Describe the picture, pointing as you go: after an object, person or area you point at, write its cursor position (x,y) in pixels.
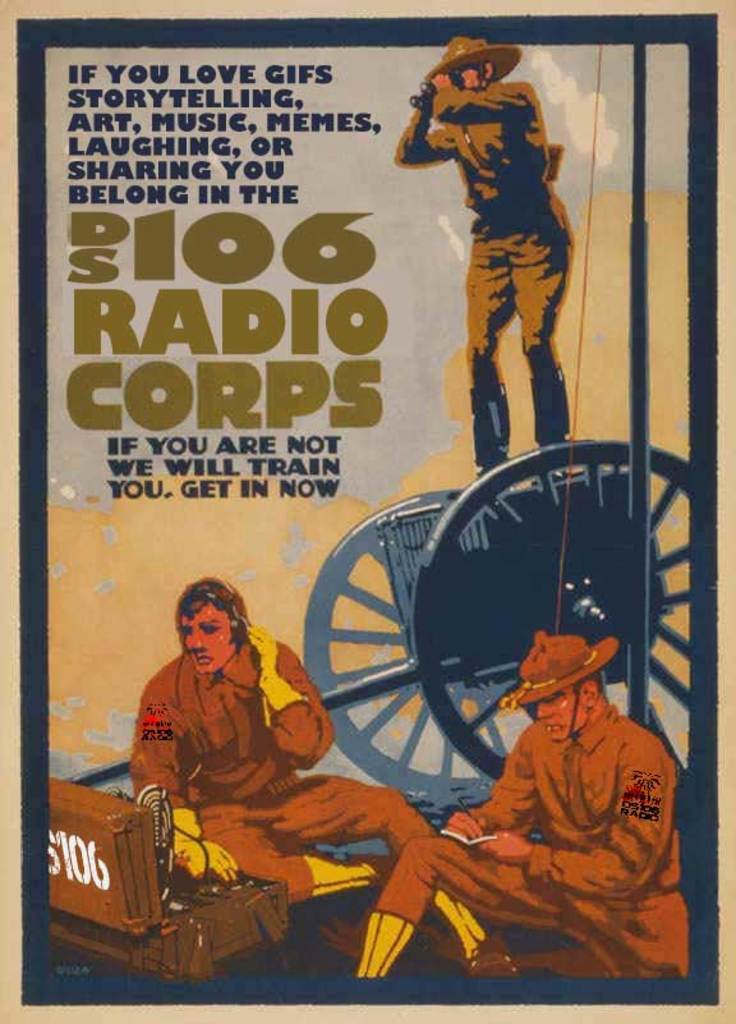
In this image, we can see a poster (448,755) contains depiction of persons (501,240) and some text (239,341). There is a cart (533,507) on the right side of the image (593,553). There is a box (223,915) in the bottom left of the image (150,853).
